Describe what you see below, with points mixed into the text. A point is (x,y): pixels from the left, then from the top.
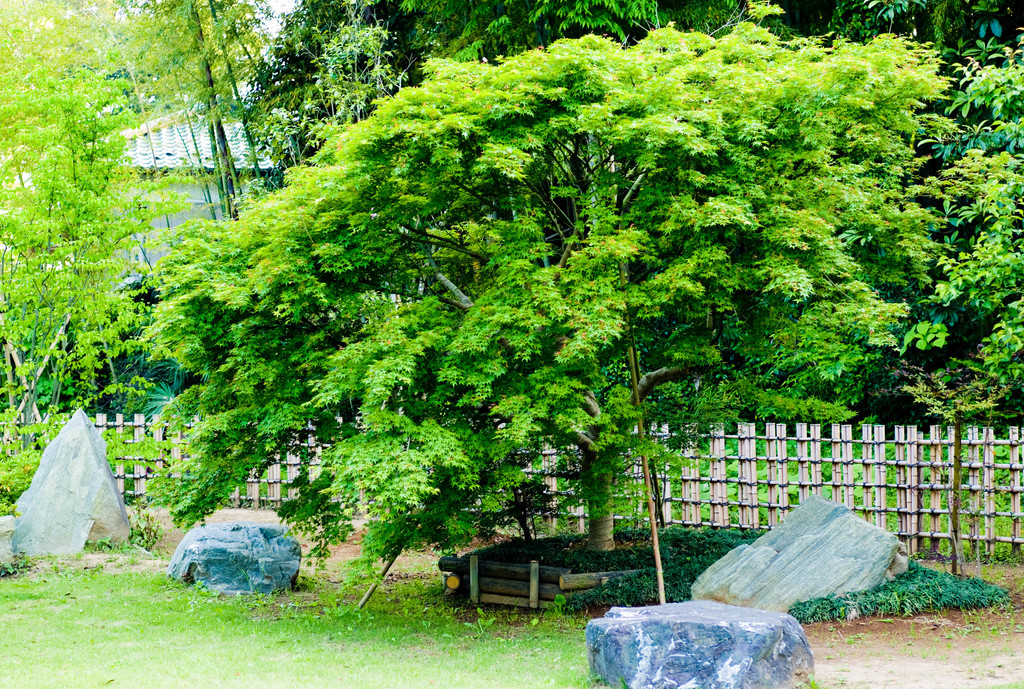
In this image there are rocks (760,606) and grass (402,637) on the ground (307,650). Behind the rocks (824,527) there is a wooden fencing (866,494). In the background (58,225) there are trees (87,207) and a house (183,164). At the top (289,6) there is the sky (286,6).
